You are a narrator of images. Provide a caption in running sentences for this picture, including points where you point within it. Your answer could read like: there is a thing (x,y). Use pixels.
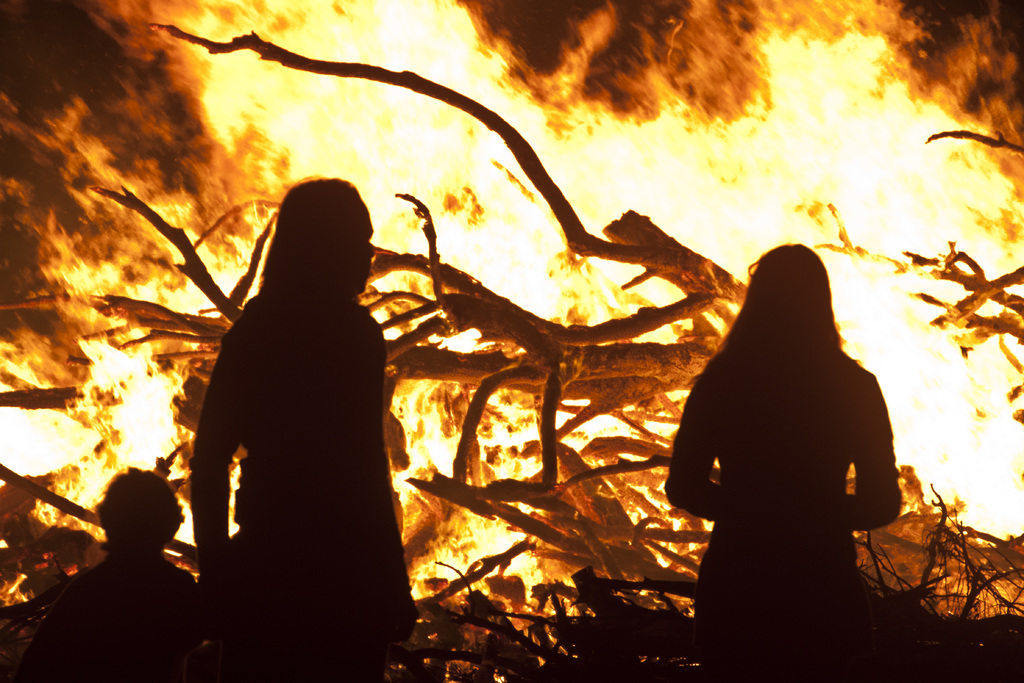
This picture shows fire (550,225) and we see trees (657,320) in it and three people (335,216) standing and looking it.
